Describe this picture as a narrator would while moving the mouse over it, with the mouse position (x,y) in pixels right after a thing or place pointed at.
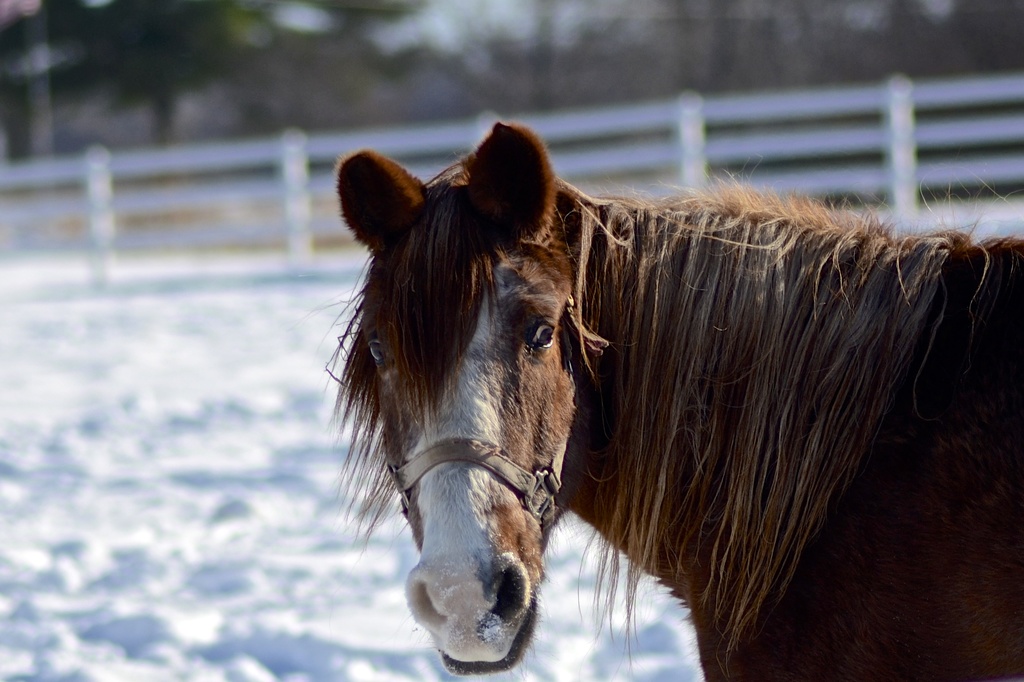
On the right side (893,339), there is a brown color horse (903,371) standing on the snow surface (438,661). In the background (88,167), there is white color fencing (169,156), there are trees (316,48) and there is sky (448,38).
